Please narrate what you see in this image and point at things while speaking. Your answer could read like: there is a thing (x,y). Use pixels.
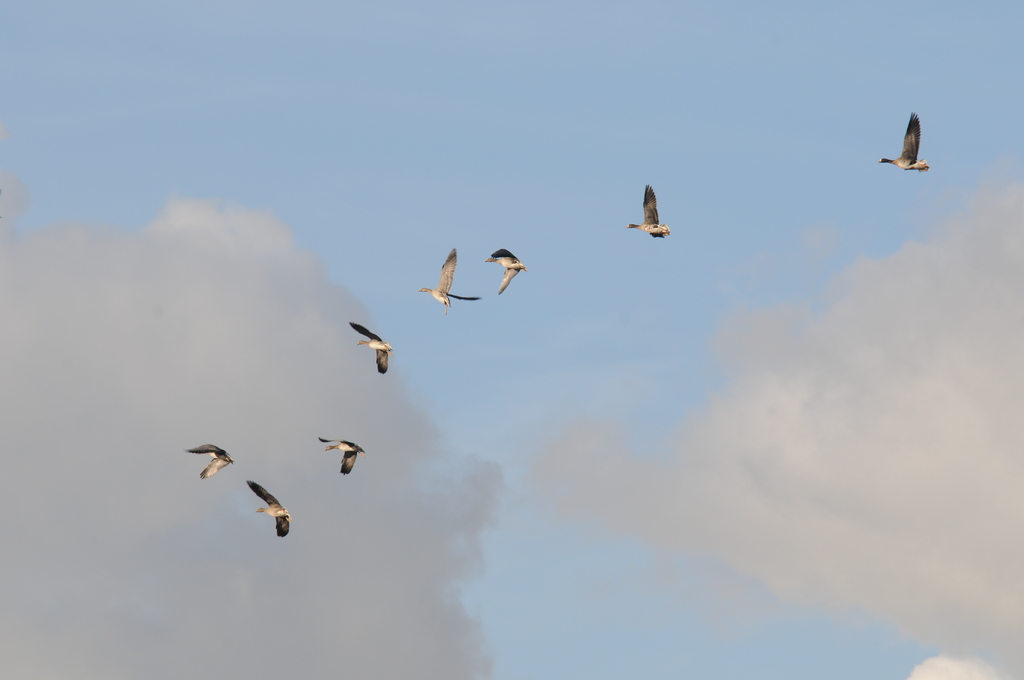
In this image we can see some birds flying in the sky (716,224), also we can see clouds (239,596).
